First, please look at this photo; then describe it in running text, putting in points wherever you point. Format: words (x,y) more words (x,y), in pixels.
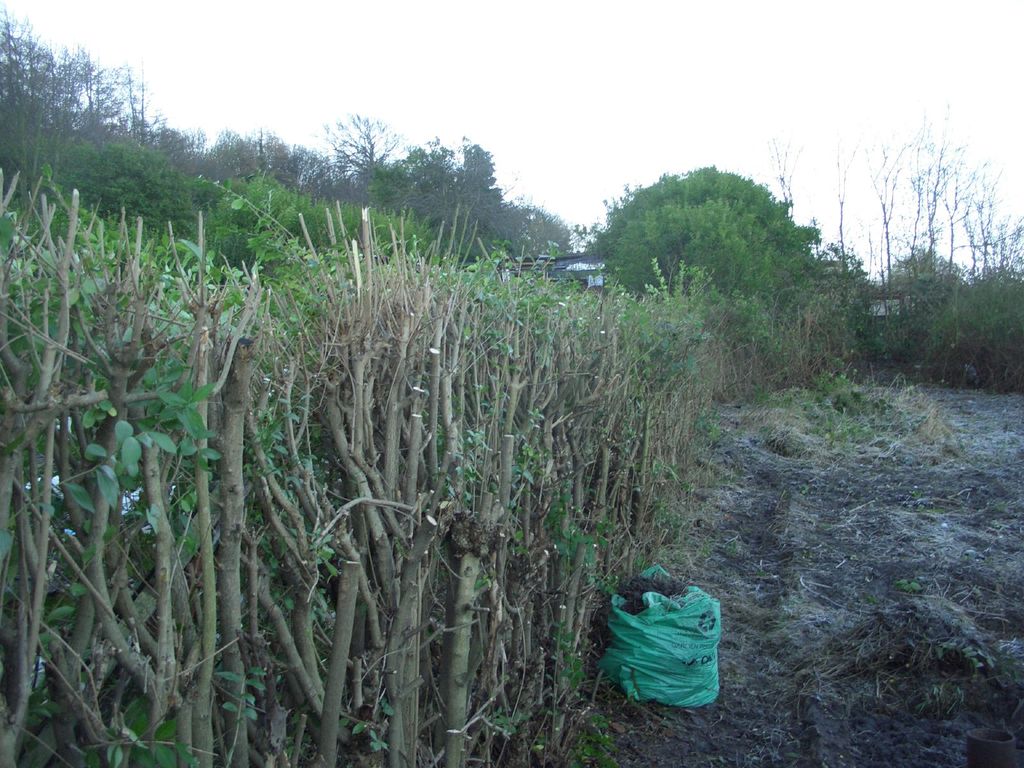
In this image we can see a bag (669,651) and grass (805,683) on the ground (730,643). On the left side (316,489) we can see plants (388,459). In the background (434,234) there are trees (507,216), objects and the sky (480,142).
